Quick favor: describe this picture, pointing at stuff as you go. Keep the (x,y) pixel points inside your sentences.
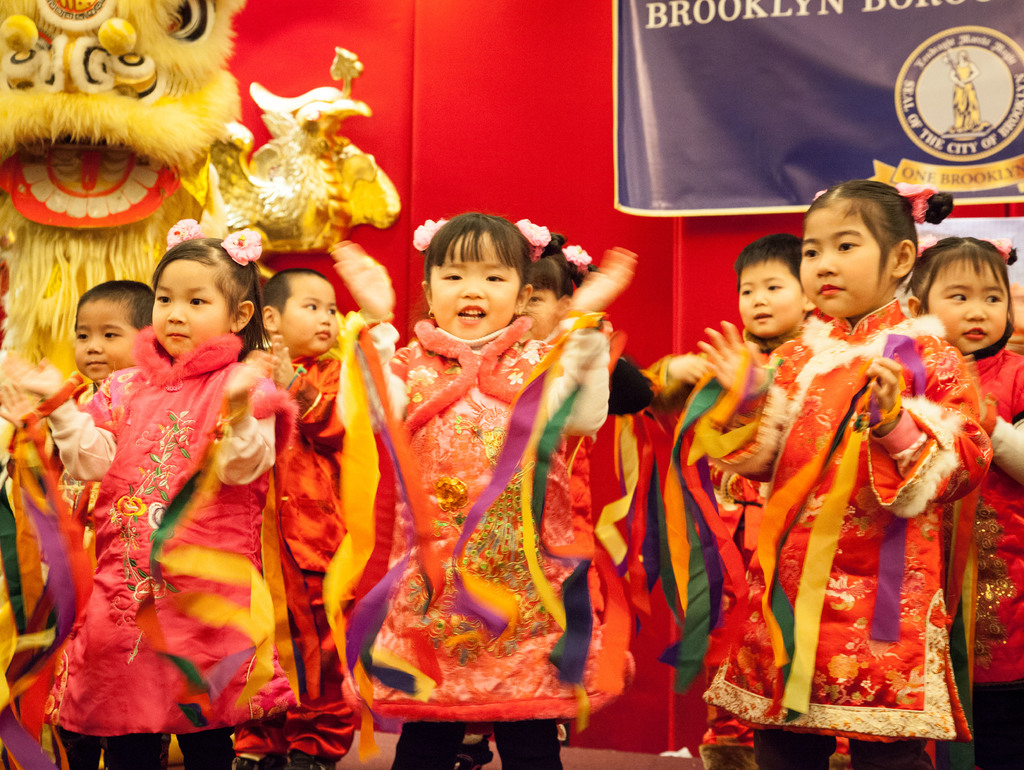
In this image there are persons (616,374) standing. And at the back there is a wall (485,209). On the wall (592,110) there is a banner (843,95) with logo (960,123) and text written in it. And at the side there is an object (276,188) and a decorative dress (118,214).
